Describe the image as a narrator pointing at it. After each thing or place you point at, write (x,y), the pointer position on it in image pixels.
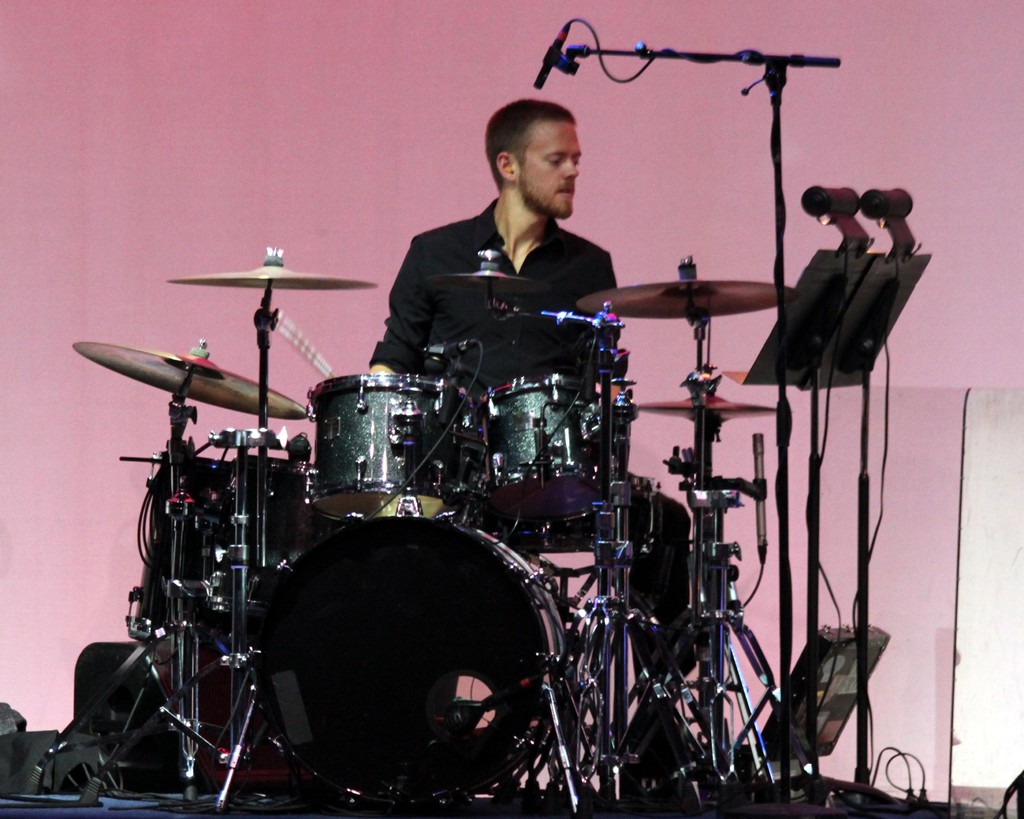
In this image, there is a person (593,259) wearing clothes (452,247) and sitting in front of musical instruments (467,674).
